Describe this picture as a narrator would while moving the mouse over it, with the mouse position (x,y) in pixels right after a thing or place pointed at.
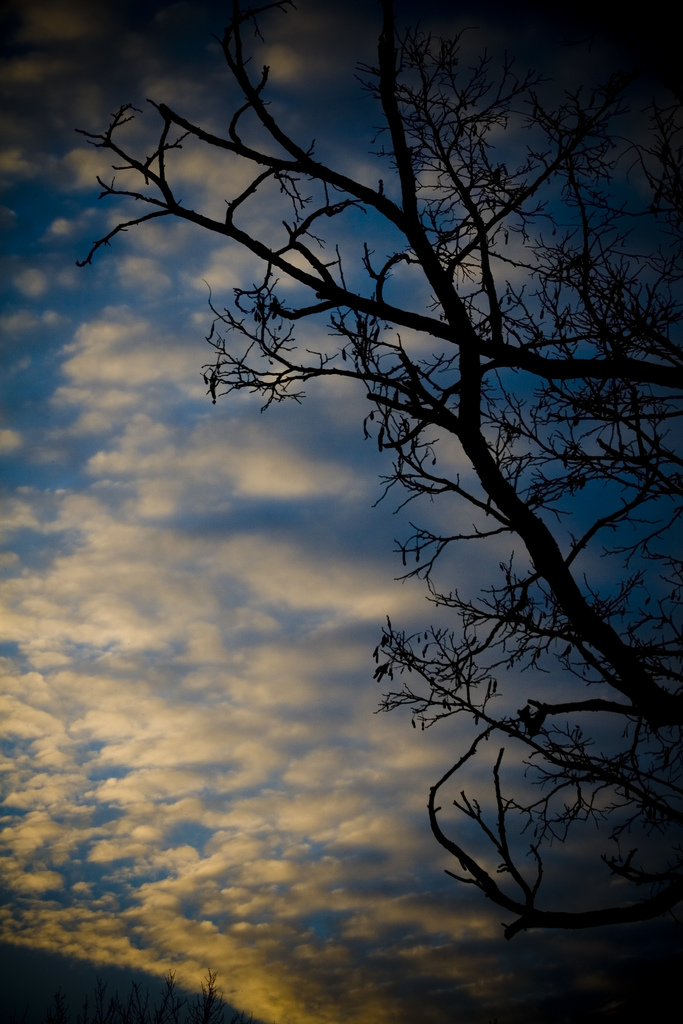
This is the tree (430,270) with branches (451,341) and stems (365,317). These are the clouds (205,645) in the sky (207,478).
